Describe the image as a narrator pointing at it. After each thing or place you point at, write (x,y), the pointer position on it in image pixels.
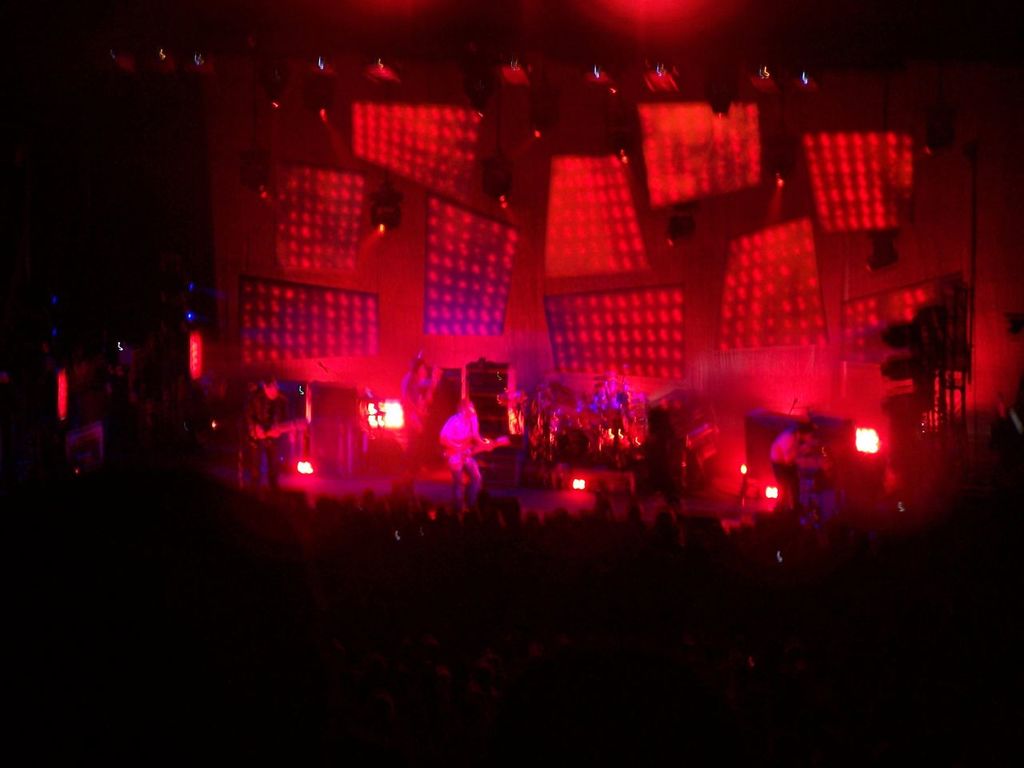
In this image I can see few people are performing the action on this stage (720,500). There are lights (370,422) on it.
